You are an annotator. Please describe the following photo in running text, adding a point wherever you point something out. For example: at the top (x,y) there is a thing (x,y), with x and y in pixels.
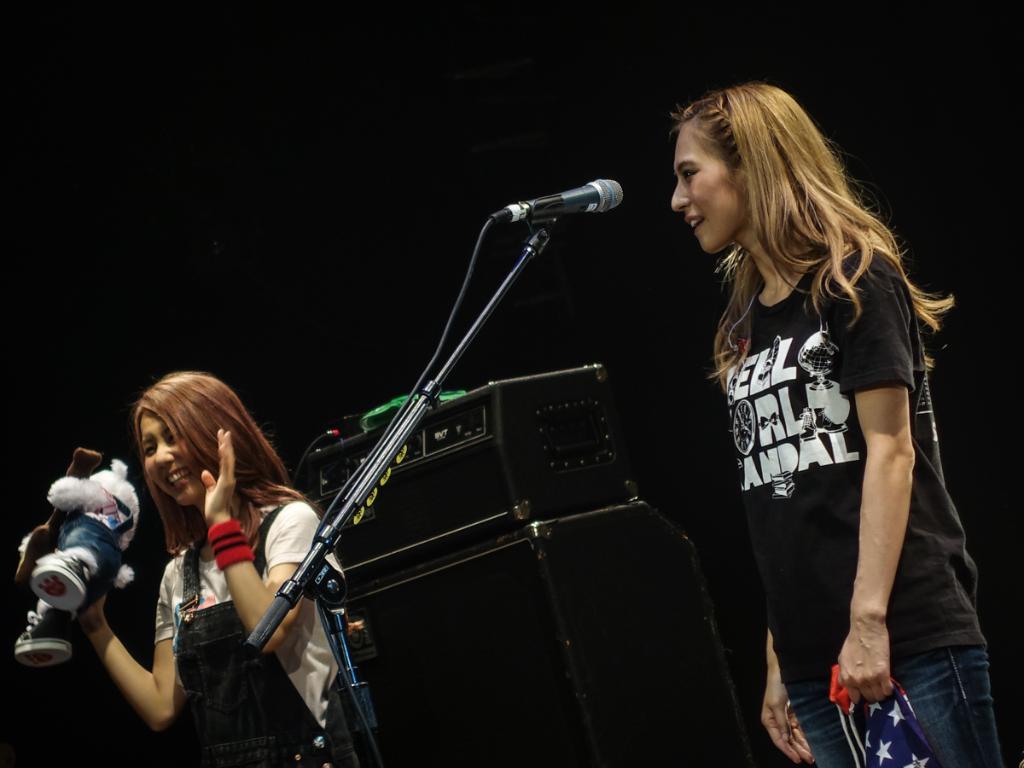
In the image on the right side (760,263) there is a lady (822,417) standing. In front of her there is a stand (544,250) with mic (576,205). Beside her there is another lady (197,587) standing and holding an object (66,618) in her hand (103,610). Behind them there is a speaker (492,541) and also there is a black box (407,460). There is a dark background (562,227).
